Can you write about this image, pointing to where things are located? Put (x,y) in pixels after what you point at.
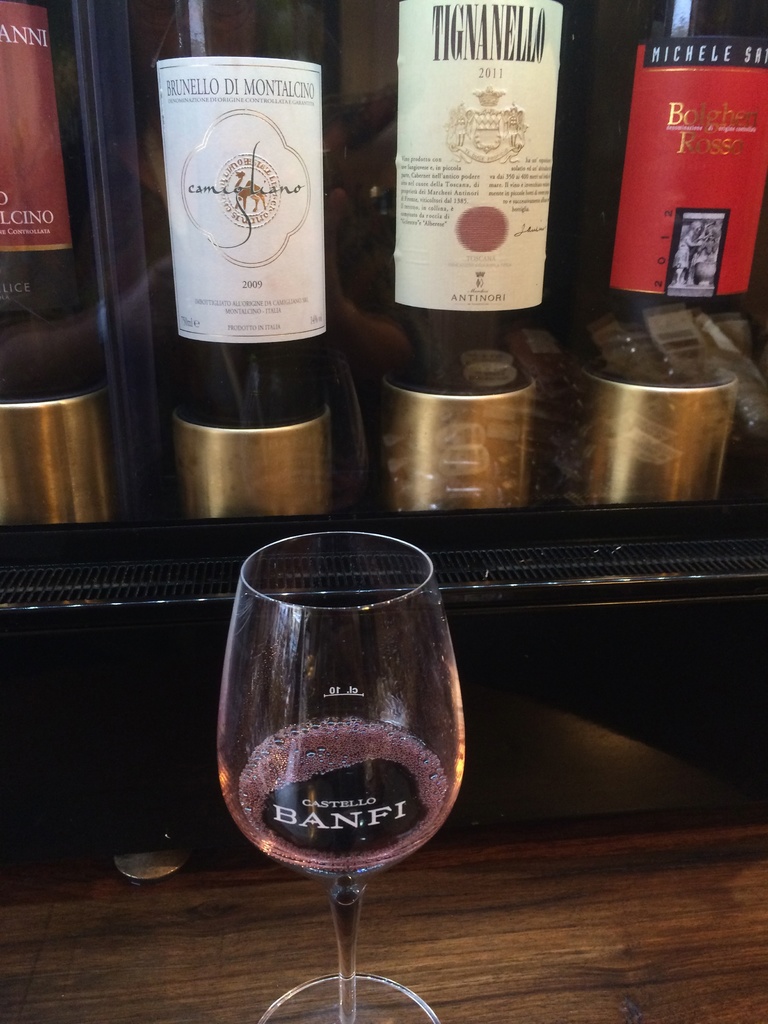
In this picture, we can see a table (555,1006), on that table (470,934), we can see a wine glass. In the background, we can see some wine bottles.
